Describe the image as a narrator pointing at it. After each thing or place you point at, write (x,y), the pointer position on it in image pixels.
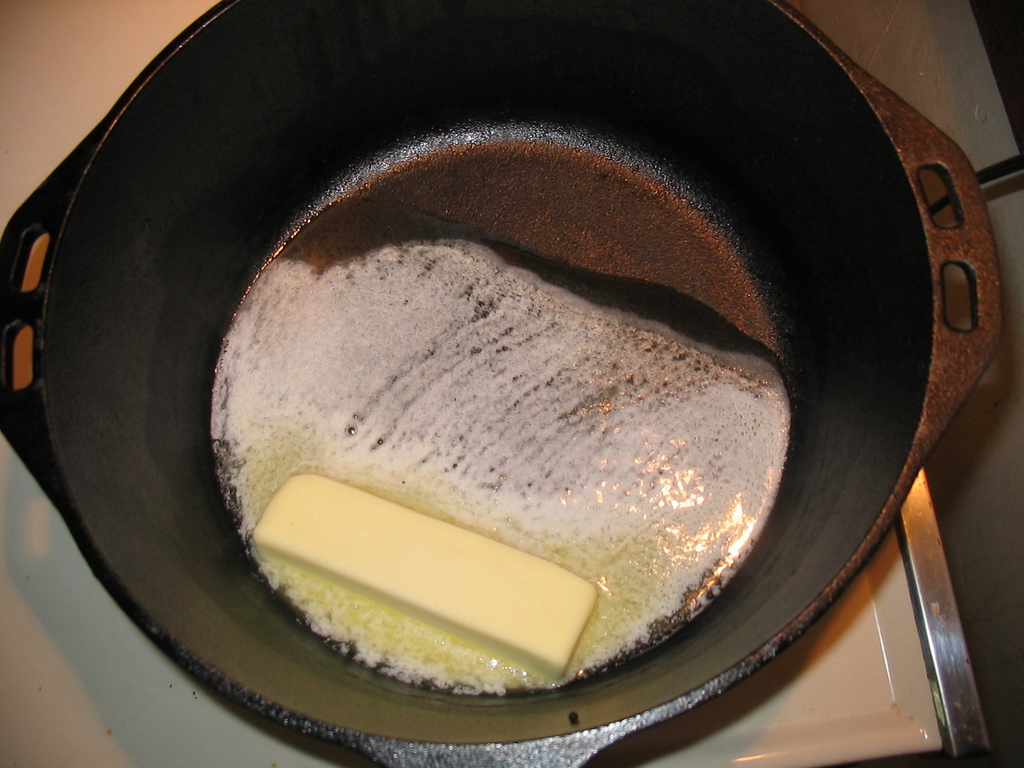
In this image I can see butter (536,442) in the bowl (142,324) and the bowl (672,697) is in black color.
